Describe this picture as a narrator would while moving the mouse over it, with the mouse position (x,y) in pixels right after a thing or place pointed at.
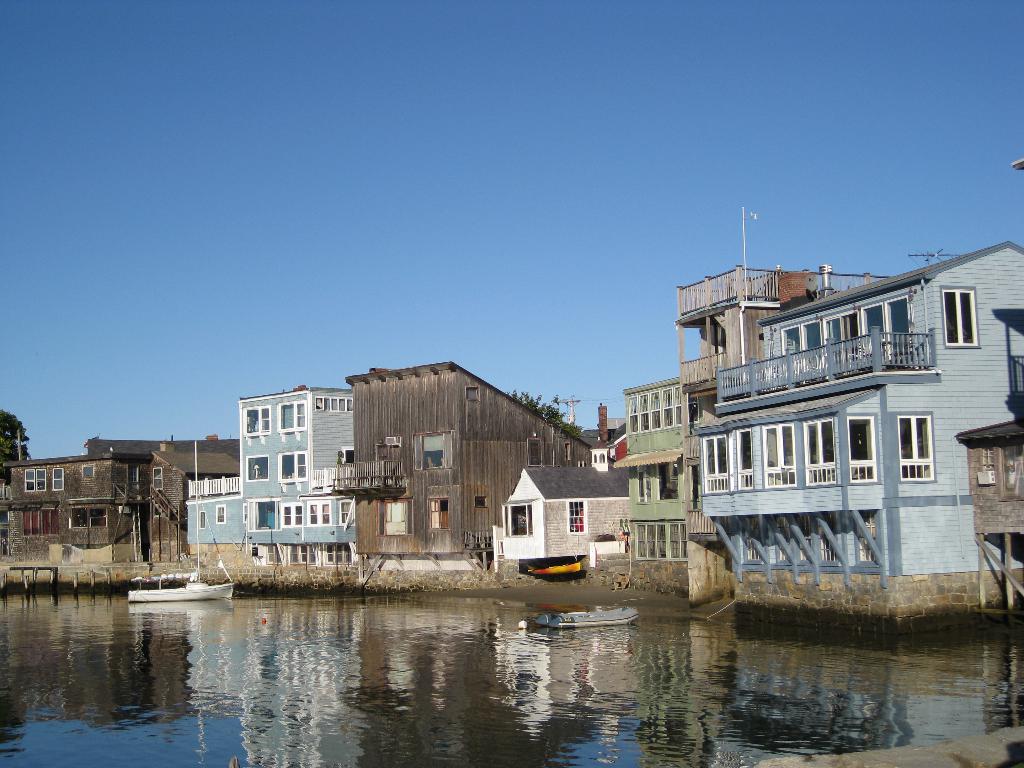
In the picture we can see water (389,620) and two boats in it, one boat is white in color with a pole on it and behind it we can see a path (474,580) with some buildings (676,581) and windows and glasses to it and behind it we can see a sky (372,288).
